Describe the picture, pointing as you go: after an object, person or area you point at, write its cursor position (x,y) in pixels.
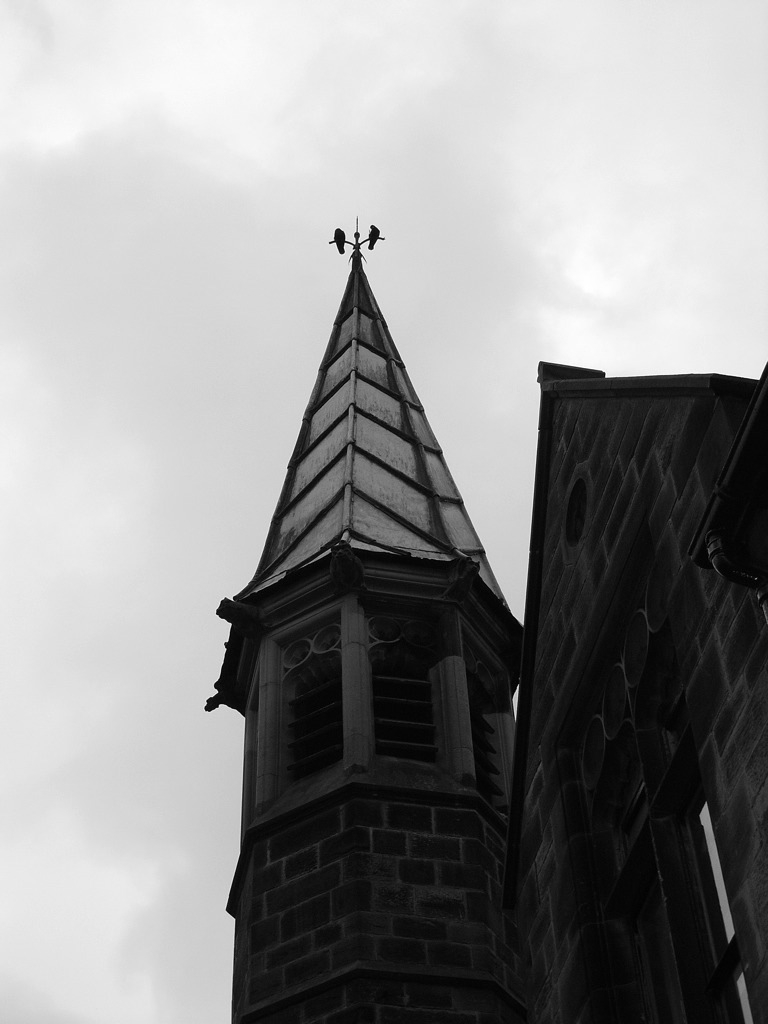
This image consists of a building (545,828), windows (703,828) and the sky (451,200). This image is taken may be in the evening.
